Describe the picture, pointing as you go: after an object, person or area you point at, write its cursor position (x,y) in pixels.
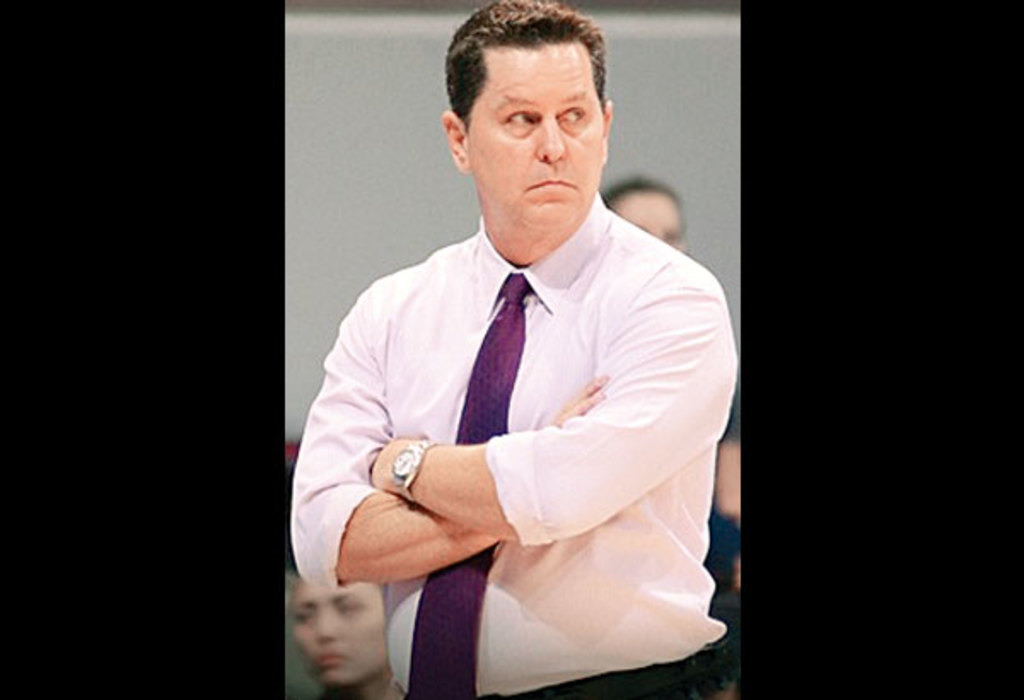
This image consists of a man (562,532) wearing white shirt (555,479) and a purple color tie (512,388). In the background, there are many people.
